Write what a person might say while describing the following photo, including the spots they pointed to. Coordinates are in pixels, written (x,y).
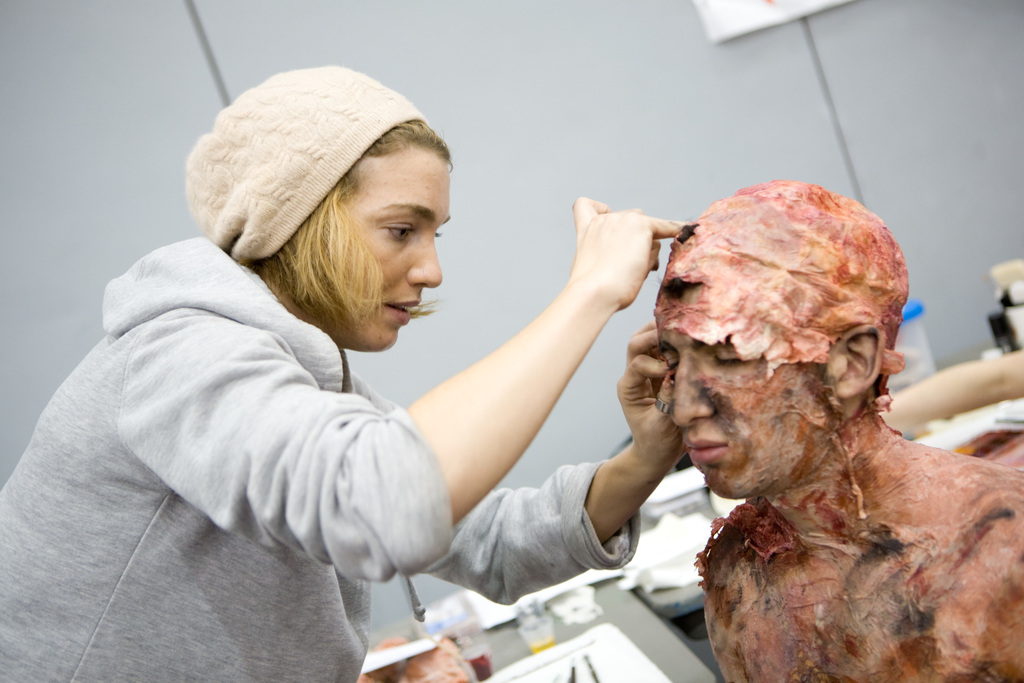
On the left side (278,221), there is a woman (186,395) in a gray color T-shirt (58,426) doing makeup to a person (805,356) who is sitting. In the background (399,609), there are glasses (479,671), documents (492,618), a wall (950,349) and other objects (464,663).
